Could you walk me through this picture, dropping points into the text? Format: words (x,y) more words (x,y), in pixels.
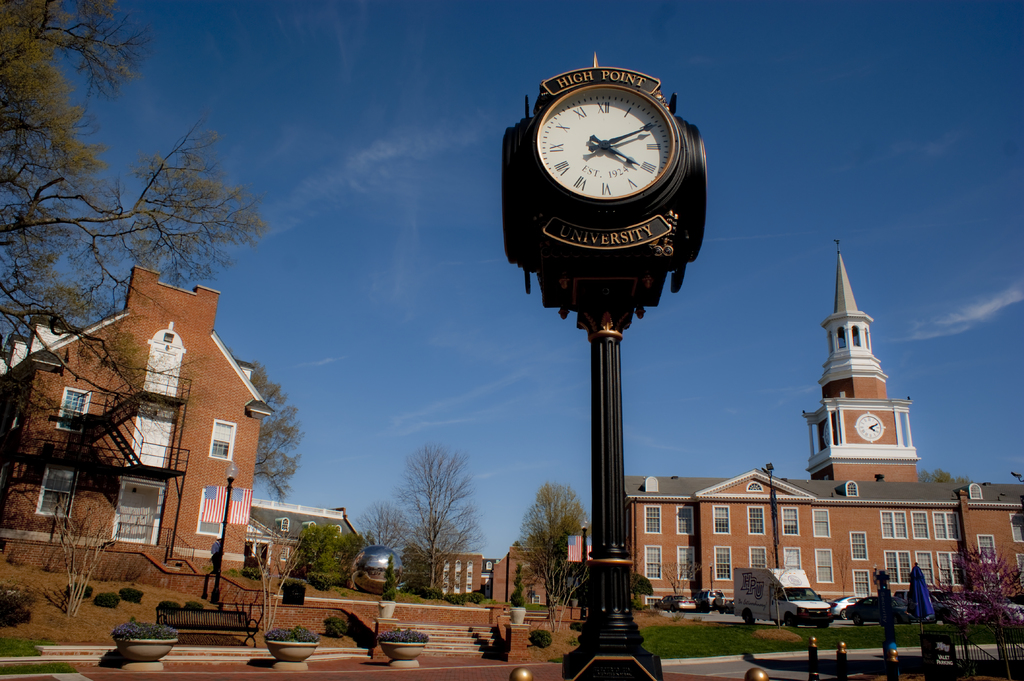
In the picture we can see clock tower (513,224), there is some grass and in the background of the picture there are some vehicles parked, there are some trees (388,591) and buildings (670,519) and top of the picture (788,157) there is clear sky (341,267).
